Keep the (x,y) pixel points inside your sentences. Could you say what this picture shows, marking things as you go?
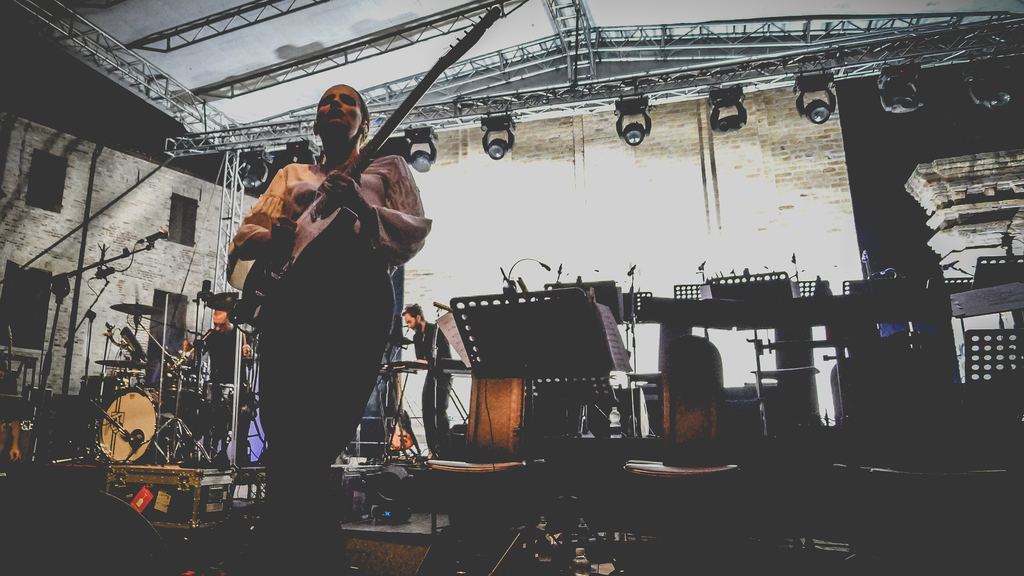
In the image we can see there is a person (353,272) who is holding a guitar (266,265) in her hand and at the back (429,344) there are people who are standing and they are playing a drum set (213,386) another person (425,352) playing a keyboard (400,367).
